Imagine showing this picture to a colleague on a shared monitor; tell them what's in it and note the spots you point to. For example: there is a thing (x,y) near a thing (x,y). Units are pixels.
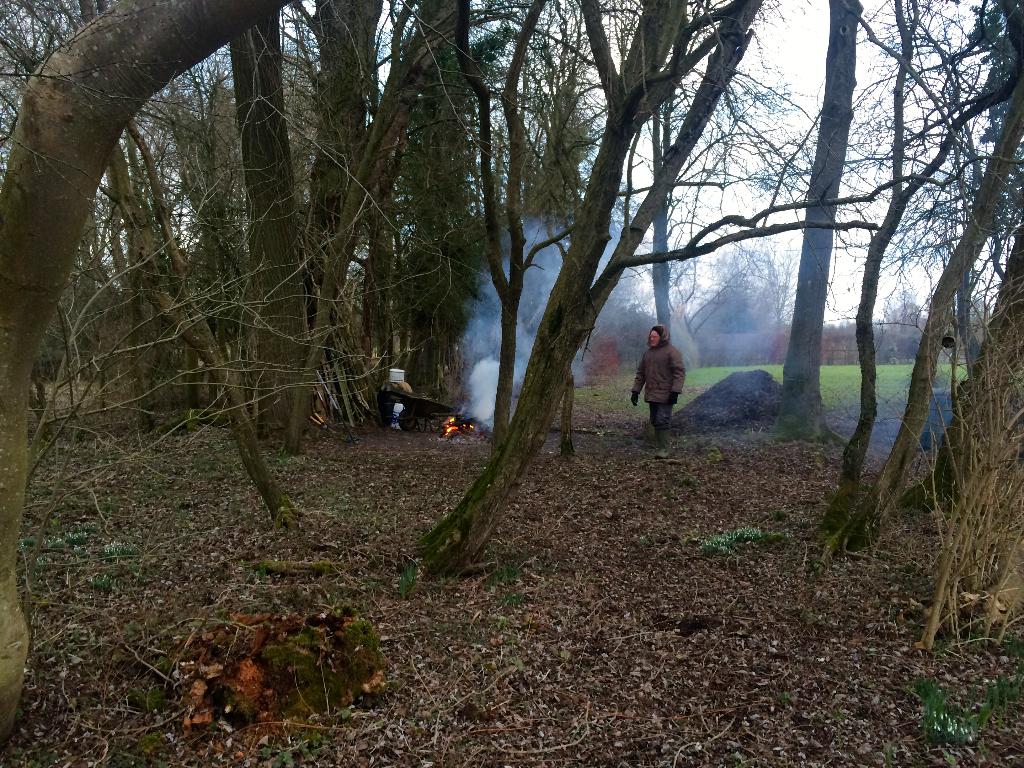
In this picture we can see a person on the ground (612,520), here we can see fire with smoke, grass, dried leaves (529,510) and some objects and in the background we can see trees (662,258), sky (699,274).
